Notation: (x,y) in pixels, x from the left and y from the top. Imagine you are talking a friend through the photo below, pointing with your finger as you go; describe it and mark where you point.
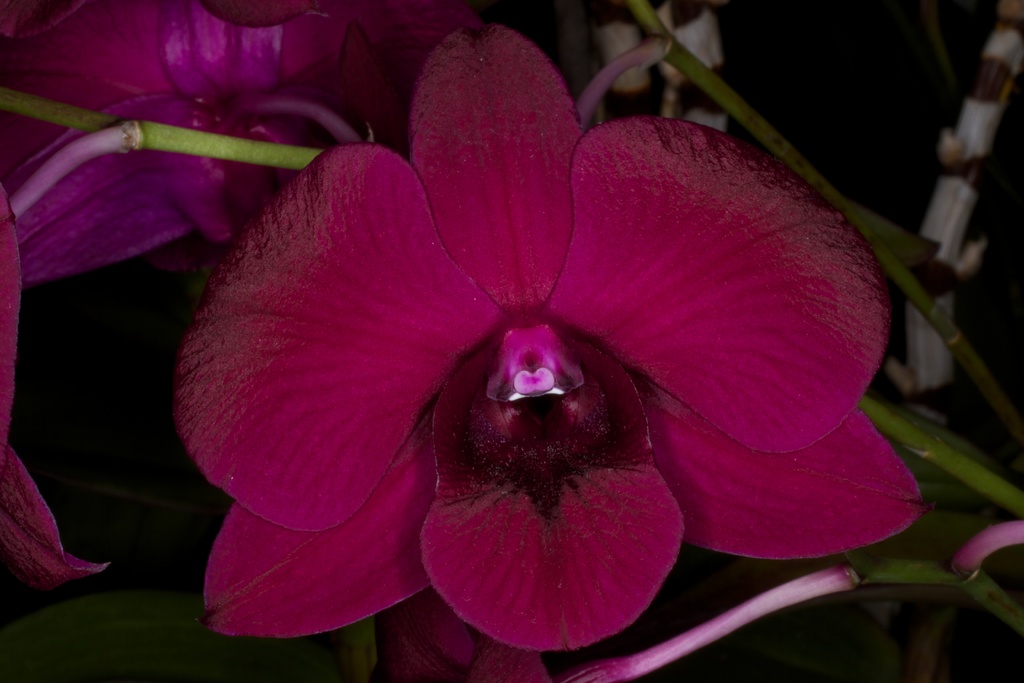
In this image we can see flowers (525,311) and stems (772,130).
